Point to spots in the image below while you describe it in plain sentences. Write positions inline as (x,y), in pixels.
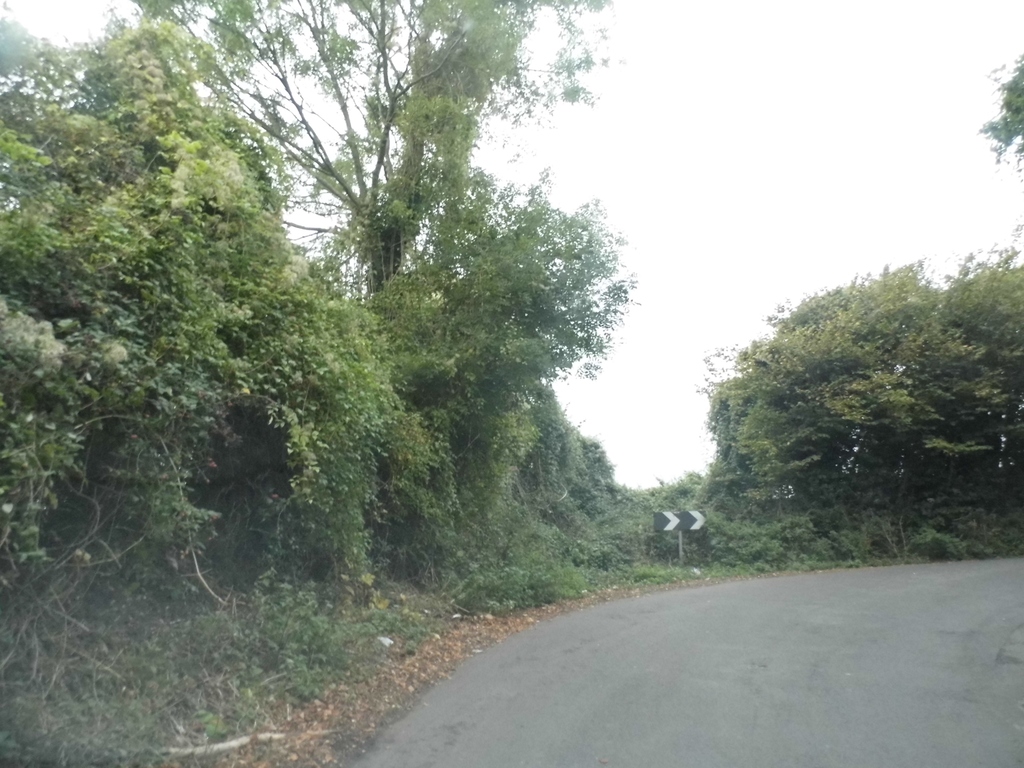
In this image there is a road (669,700), in the background (912,418) there are trees (505,447) and a sky (780,71).
